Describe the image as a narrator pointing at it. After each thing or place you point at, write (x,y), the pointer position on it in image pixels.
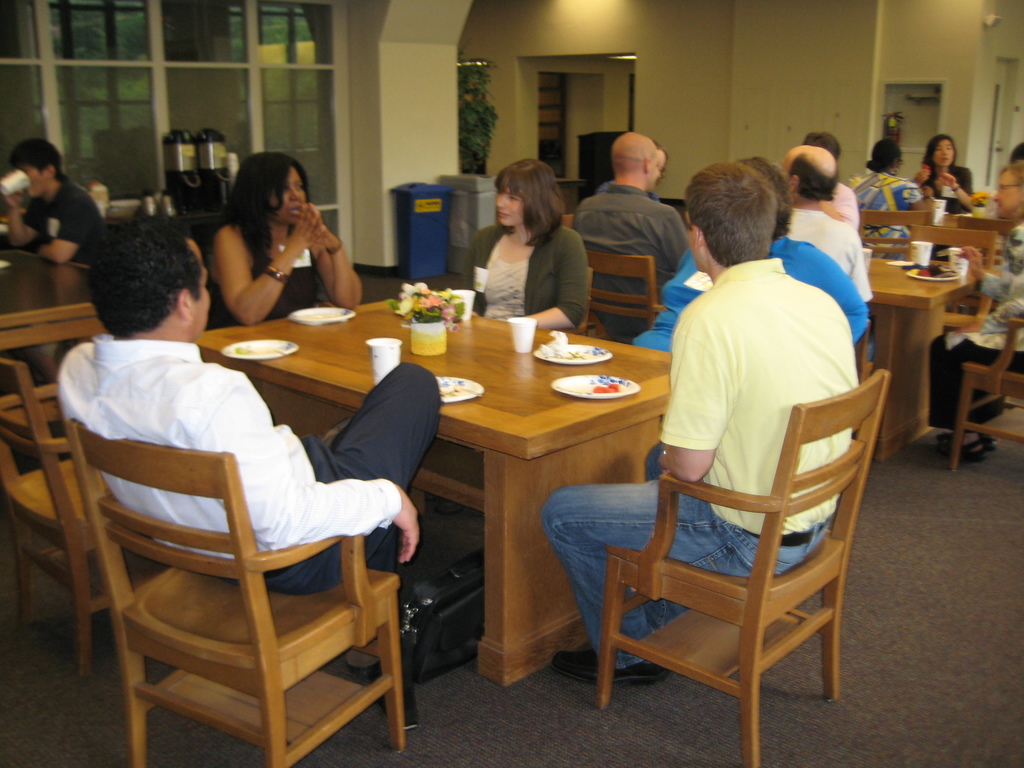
In the picture we can find a group of people (774,289) sitting on the chairs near the tables (473,337), in the background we can find a glass wall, doors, plants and light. The people (774,177) who are sitting on a chairs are having something. On the tables (491,342) we can find plates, glasses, flower vase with flowers (437,316).
